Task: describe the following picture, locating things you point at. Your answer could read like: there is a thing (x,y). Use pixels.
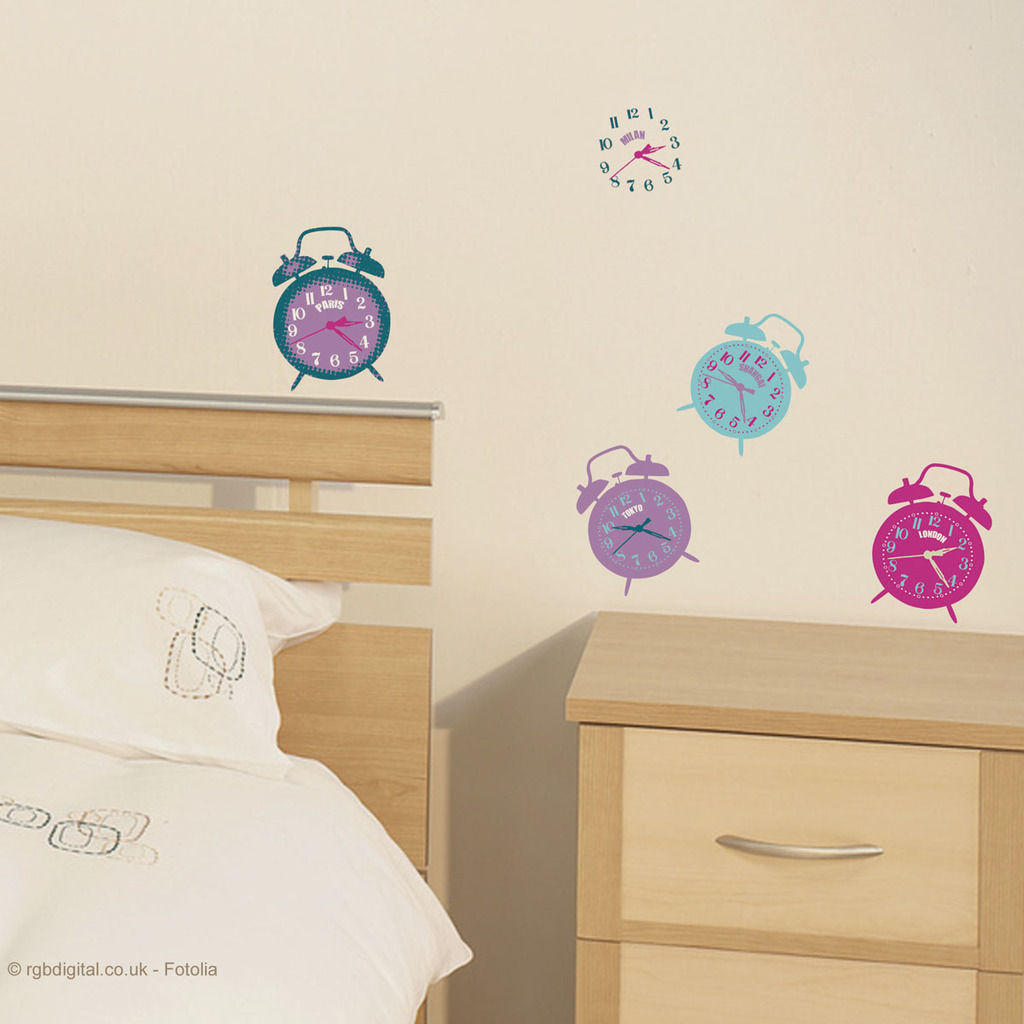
In this image, we can see a pillow (188,739) on the bed (181,848) and there is a stand (739,803). In the background (469,326), there are stickers (740,422) on the wall (529,503). At the bottom (55,975), there is some text (108,973).
